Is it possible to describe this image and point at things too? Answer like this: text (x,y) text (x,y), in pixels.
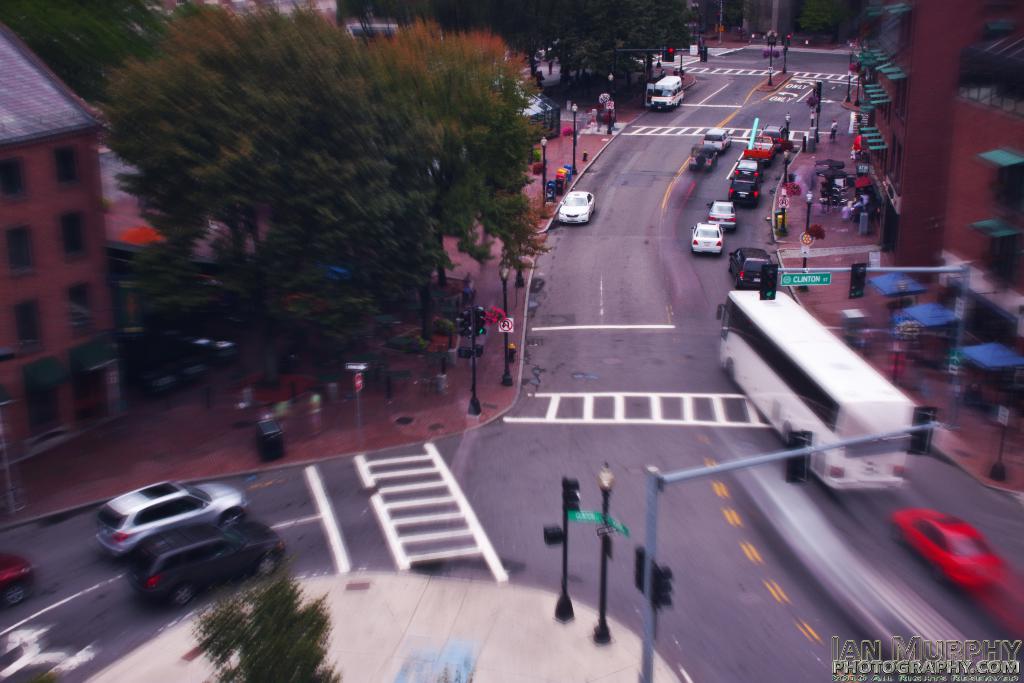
In this image, we can see some vehicles (786,372) on the road (581,365) which is in between buildings (90,242). There are trees (512,172) at the top of the image (579,24). There are some signal poles (567,493) at the bottom of the image (652,585).
